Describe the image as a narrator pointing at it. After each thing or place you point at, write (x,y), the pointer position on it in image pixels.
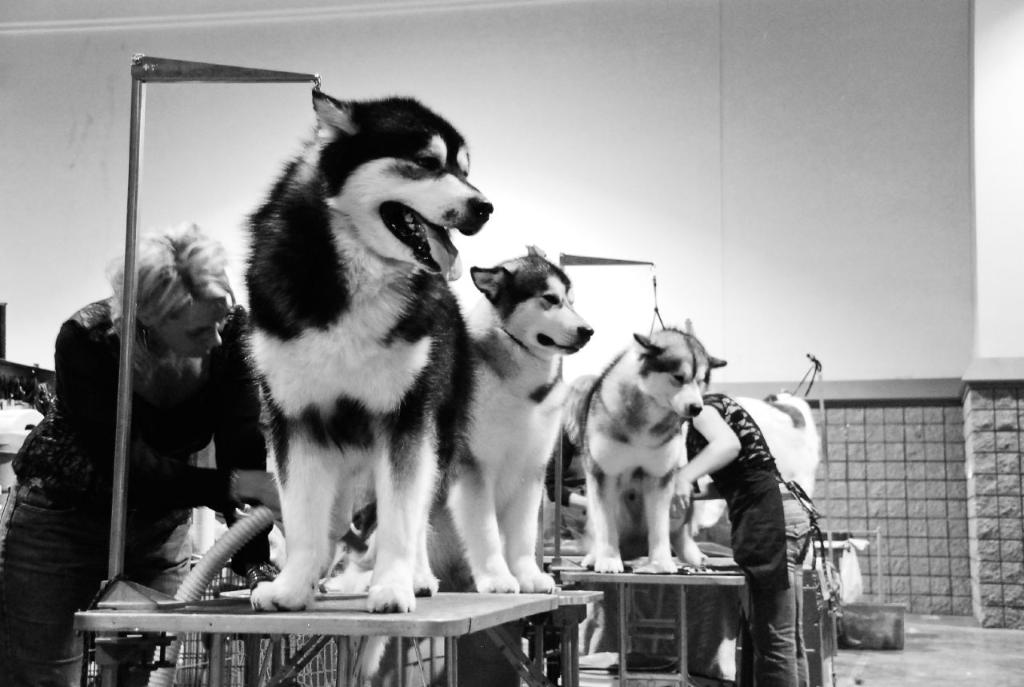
In this image I can see few dogs (500,496). I can see two people (142,464) are standing and wearing the dresses (111,466). In the background (568,213) I can see the wall (576,154). And this is a black and white image.
